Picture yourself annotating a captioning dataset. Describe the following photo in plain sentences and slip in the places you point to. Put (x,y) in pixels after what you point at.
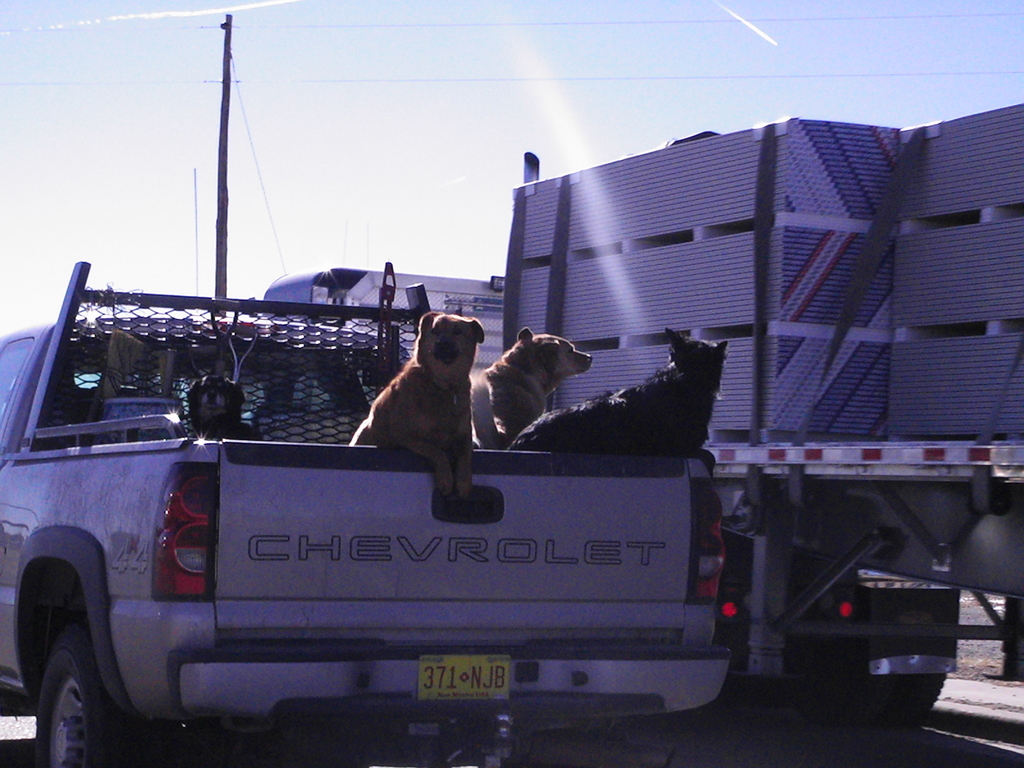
In this picture I can see dogs (625,437) in the car (412,519). I can see vehicle (949,528) on the right hand side (930,399). I can see electric pole (228,75) at the top left hand corner (228,62). I can see clear sky (457,90).
